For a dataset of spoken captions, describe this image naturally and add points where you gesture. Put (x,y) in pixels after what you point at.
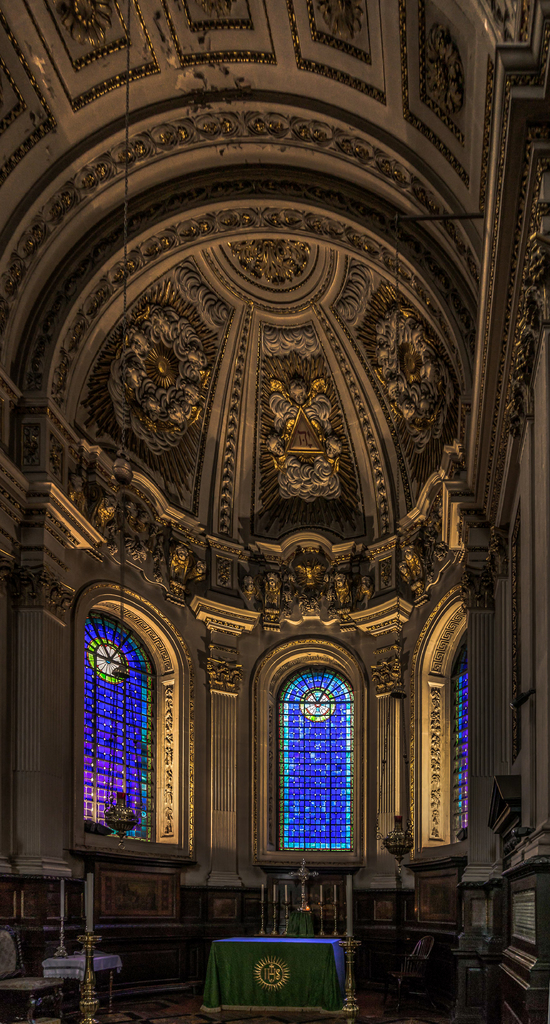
In this picture I can see the inside view of a building (233,94). In the background (119,704) I see the glass windows (312,689) and on the bottom of this picture (247,953) I see few things (236,949).
